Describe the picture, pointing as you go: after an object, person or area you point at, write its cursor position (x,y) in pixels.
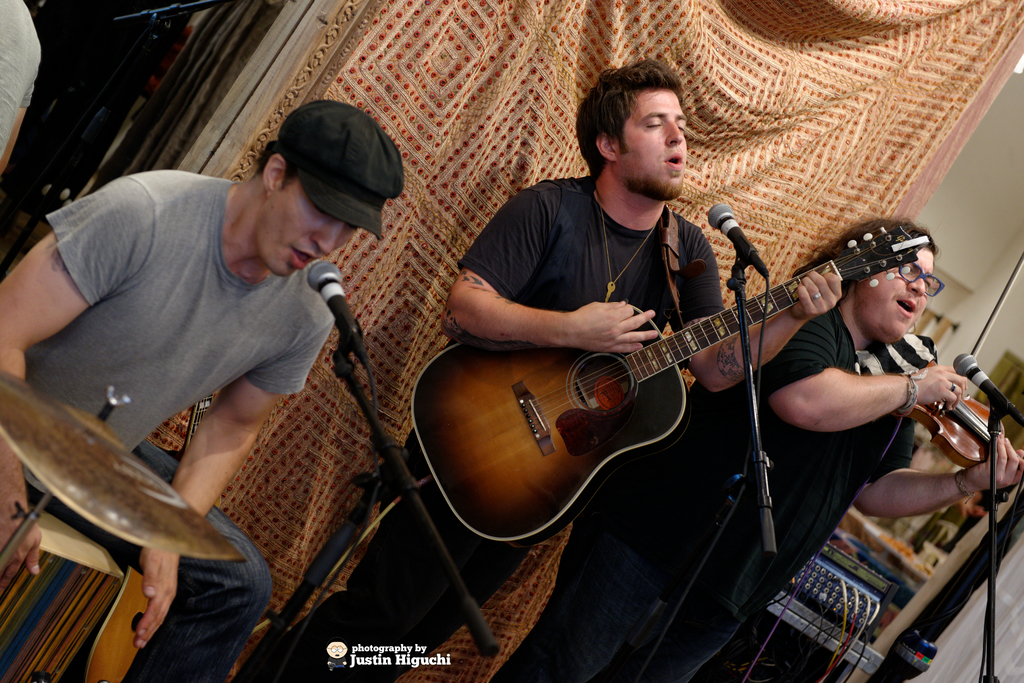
There is a man (636,230) in the middle (602,231), standing and singing. In front of him, there is a mic (735,227) and stand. There is another person (871,370), standing and holding violin (919,414). On the left hand side of the image (270,294), there is a other person (302,299) sitting, singing and playing drums (102,498). In the background (397,306), there is a cloth (502,43), wall (359,34), and some other materials (884,575).
